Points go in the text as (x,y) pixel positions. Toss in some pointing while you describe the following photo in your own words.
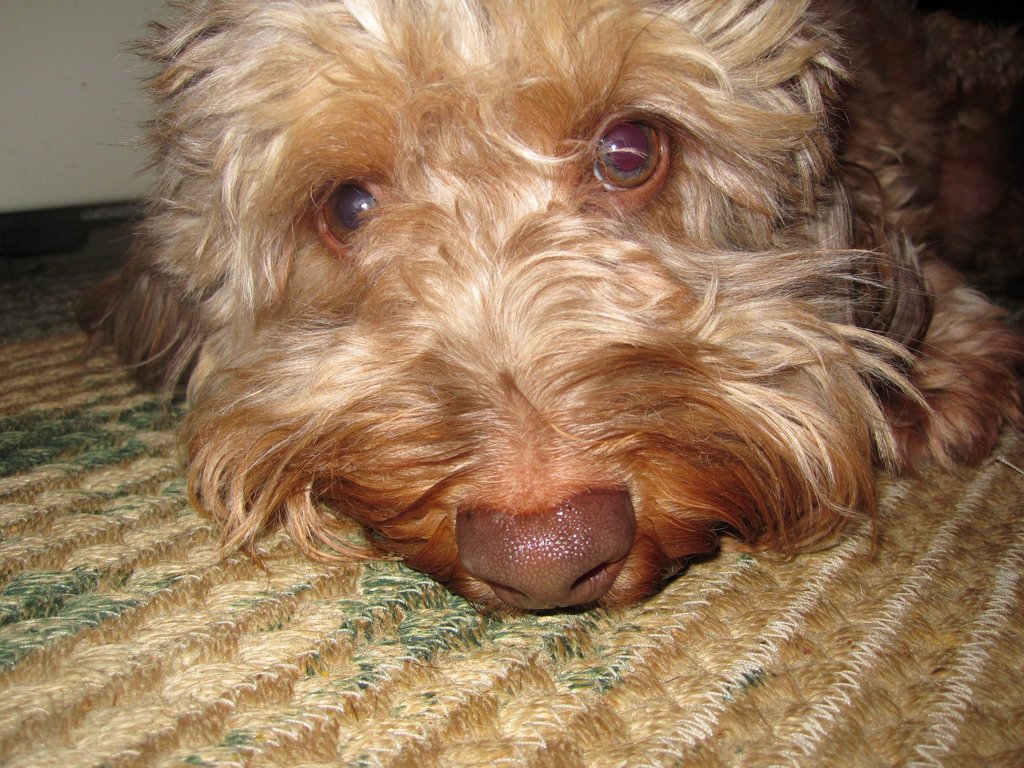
This image consists of a dog (581,540). At the bottom (779,675), we can see a mat (353,661).
